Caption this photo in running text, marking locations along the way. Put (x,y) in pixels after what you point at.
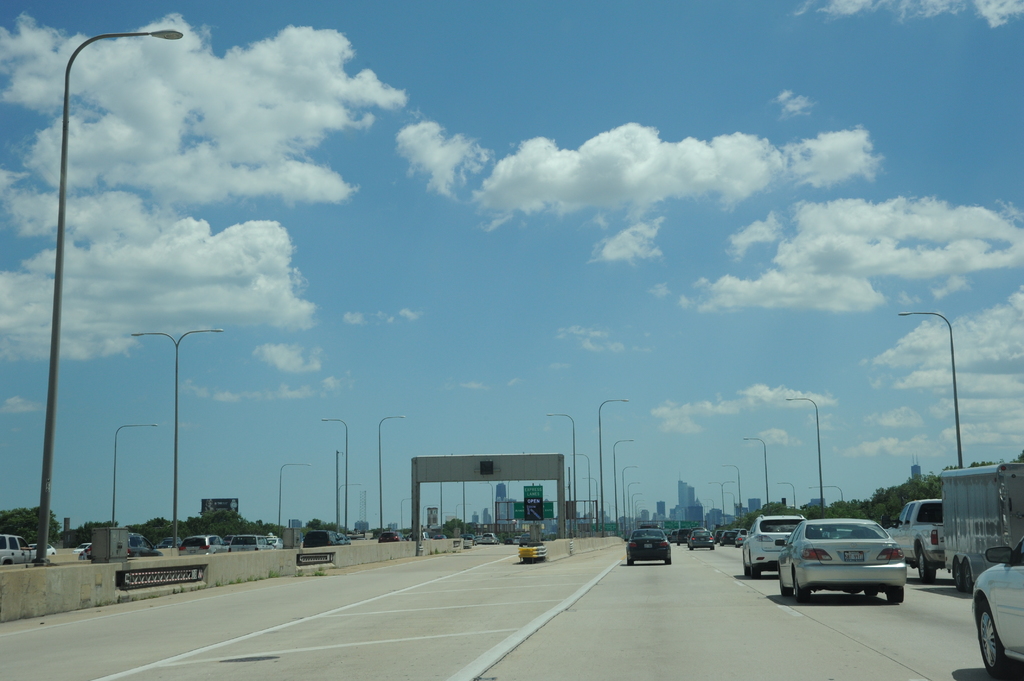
In this image, we can see some buildings (694,494), vehicles (832,548), poles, trees (889,496), boards (539,511). We can see the ground (309,648) with some objects (409,555). We can see the arch (413,470) and the sky (587,353) with clouds (623,185).
